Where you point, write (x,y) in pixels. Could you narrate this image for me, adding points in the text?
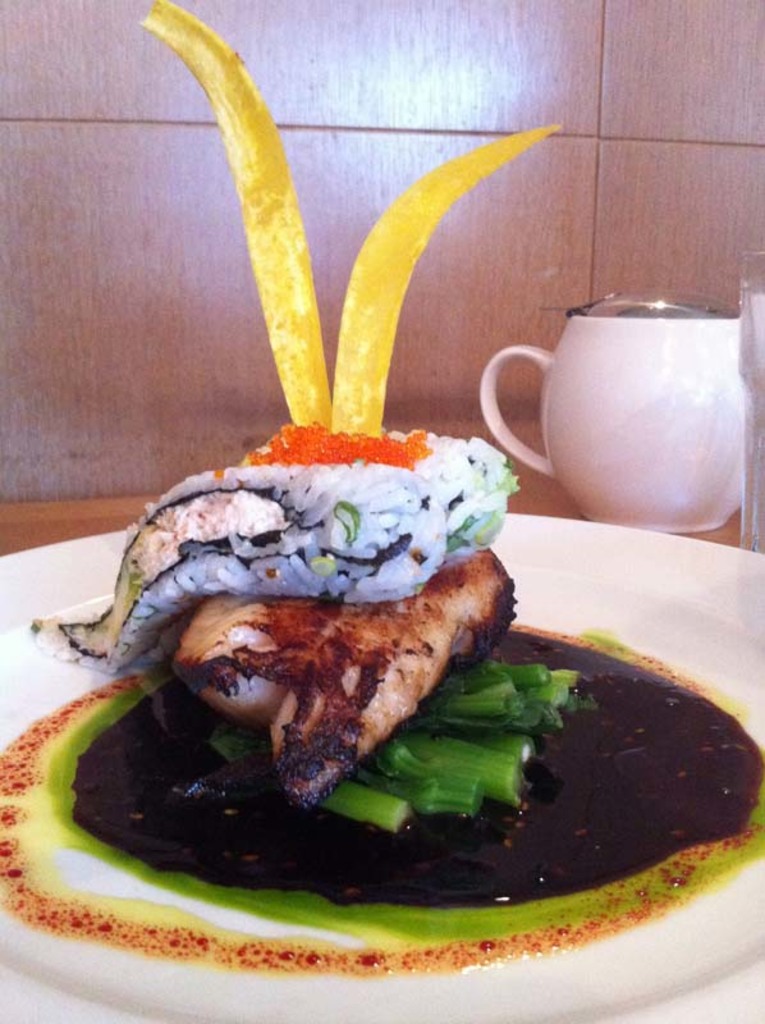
In this image we can see some food (383,550) in a plate (564,574) which is placed on the surface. We can also see a jar (598,501) and a glass (756,548) beside it. On the backside (158,279) we can see a wall (346,281).
